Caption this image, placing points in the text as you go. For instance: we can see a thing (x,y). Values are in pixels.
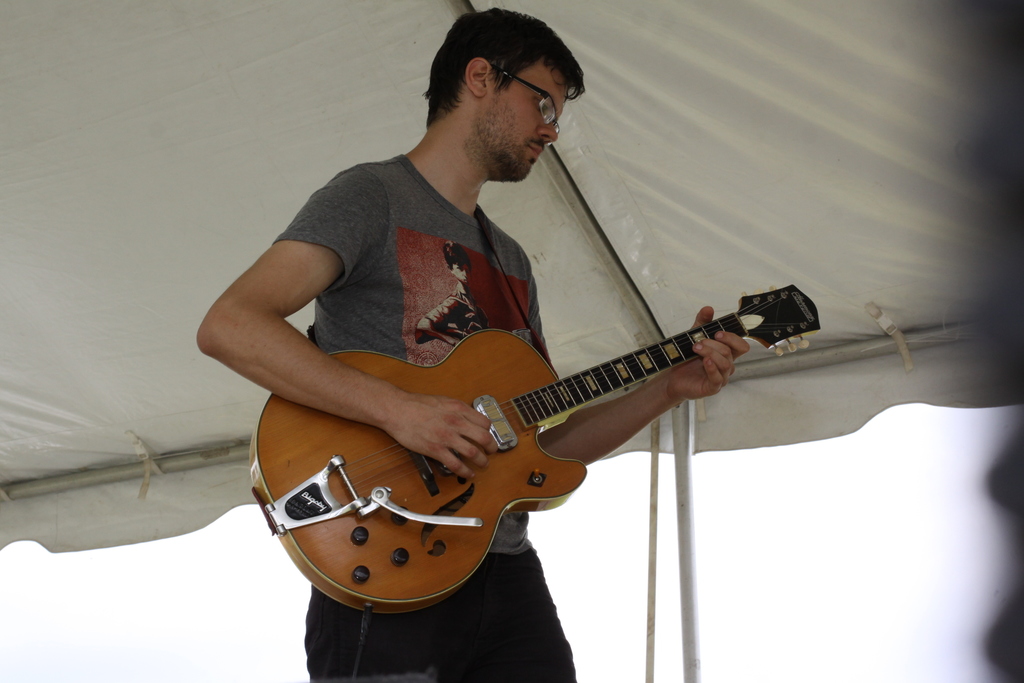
A man (400,221) with grey t-shirt (413,286) is standing and playing a guitar (563,410). On the top of him there is a tent (690,153). He is wearing spectacles (547,99).
